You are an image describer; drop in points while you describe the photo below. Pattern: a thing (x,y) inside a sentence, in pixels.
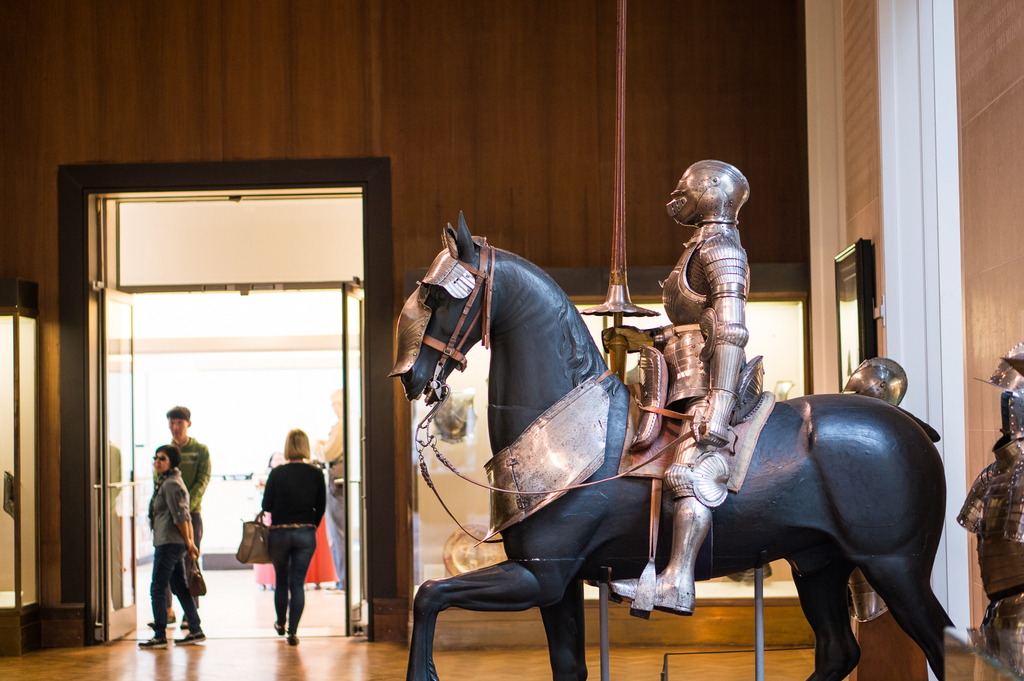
In this image we can see statue of a horse (631,505) on the right side (824,490). On the horse (822,484) there is a statue of a person (706,252) wearing helmet (709,220) and holding something in the hand (643,331) is sitting. Also there are other statues (1006,532). In the back (309,139) there is a wall (269,156). There are doors (103,413). Near to the door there are few people (196,468). Some are holding bags (260,548).
